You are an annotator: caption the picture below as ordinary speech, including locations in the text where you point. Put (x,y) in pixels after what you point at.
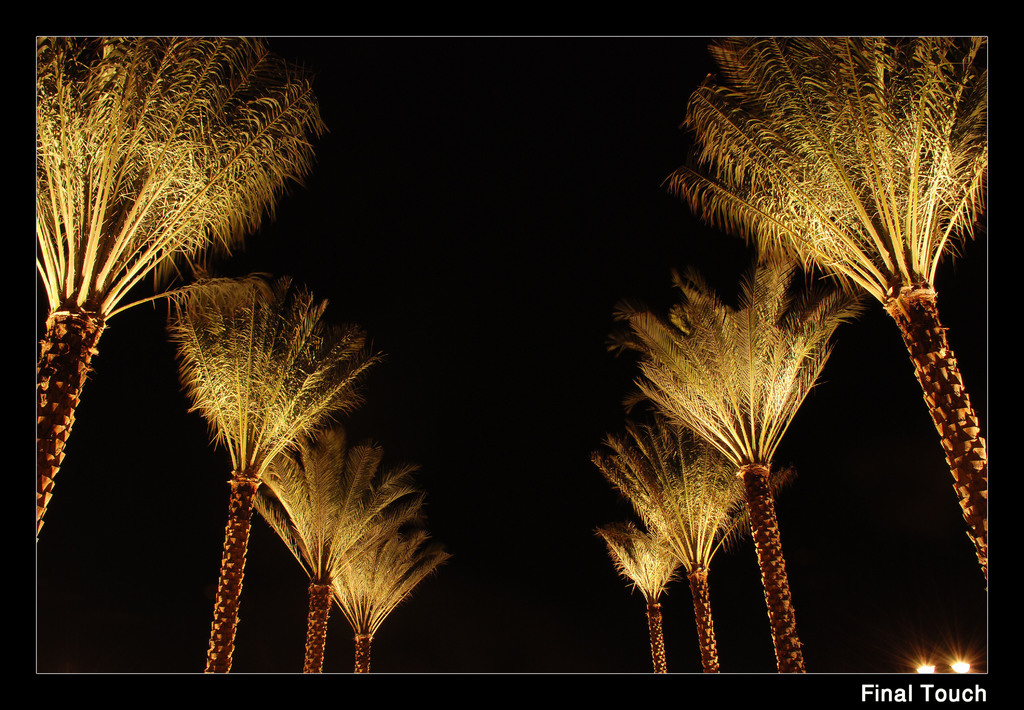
On the left side (241,380), there are four trees (318,563) in a line. On the right side (702,583), there are four trees (939,333) in a line and there are two lights (918,659). In front of them, there is a watermark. The background (509,229) is dark in color.
